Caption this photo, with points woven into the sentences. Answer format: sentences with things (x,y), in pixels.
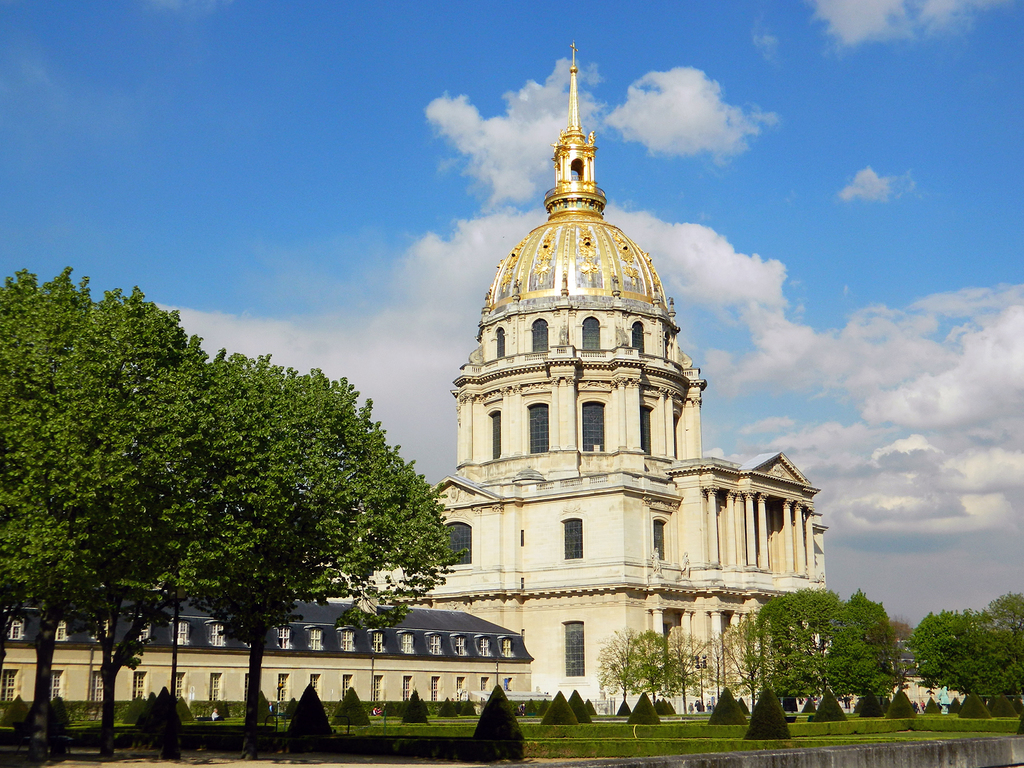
In the center of the image (553,355) there is a building (557,495). On the right side of the image (969,662) there are trees (648,674). On the left side of the image (15,593) there are trees (356,514). At the bottom of the image (368,723) we can see grass (350,729) and plants (312,723). In the background (222,264) there is a sky (755,33) and clouds (745,315).
